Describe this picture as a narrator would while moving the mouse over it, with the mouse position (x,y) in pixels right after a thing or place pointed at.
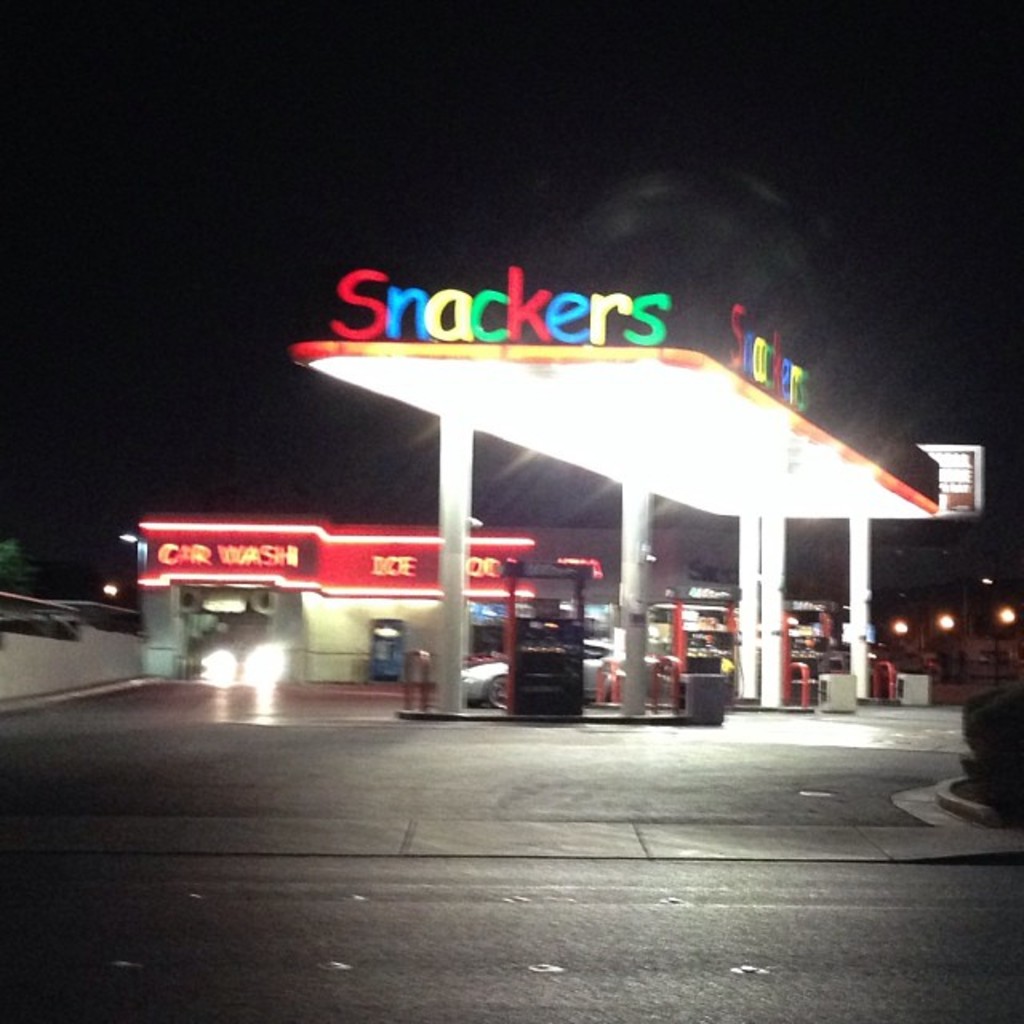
In this image there is a filling station (271,614), in the background (232,246) it is dark.
